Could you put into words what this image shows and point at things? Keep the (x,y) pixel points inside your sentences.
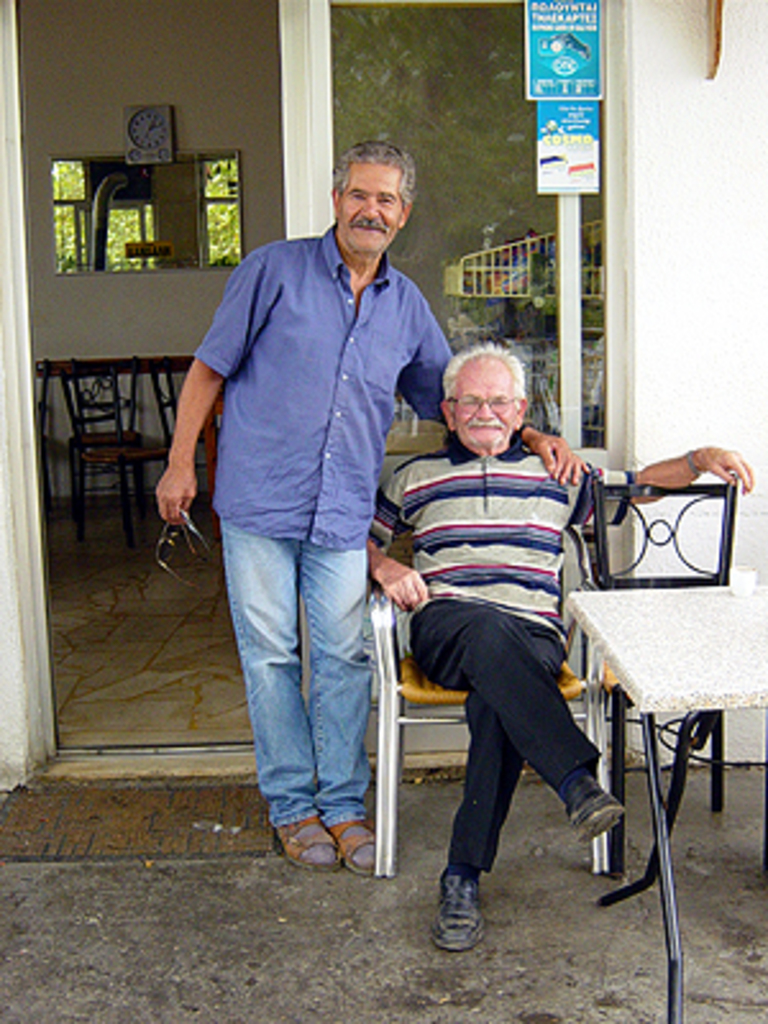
this picture shows two men (460,586) a man (446,673) seated on the chair (390,685) and other man (189,383) standing and we see few chairs (81,441) and table (178,370).
